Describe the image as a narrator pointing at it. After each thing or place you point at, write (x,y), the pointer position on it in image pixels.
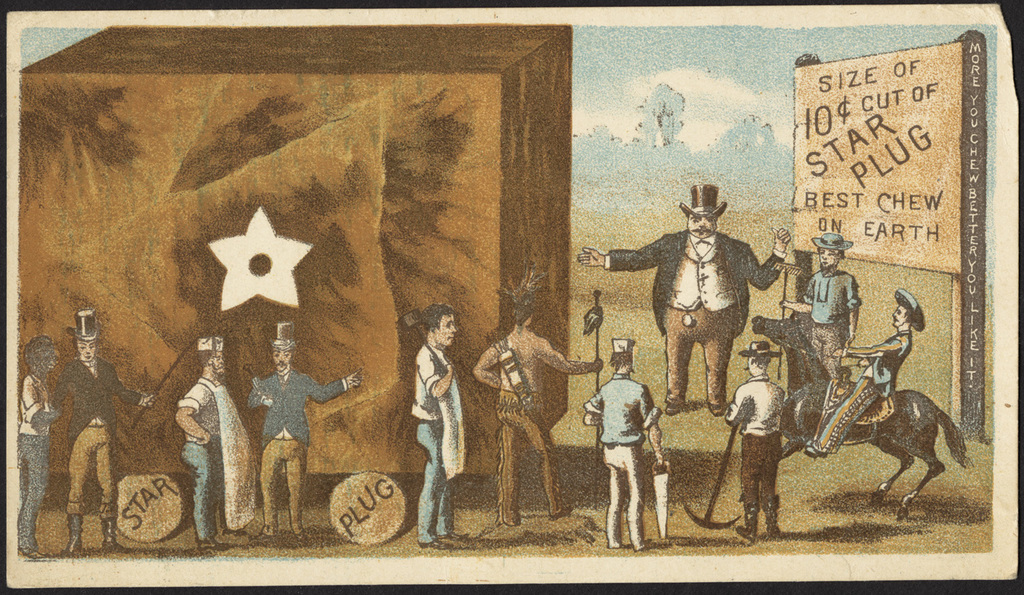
In this picture, we see the illustrations (293,384) of the humans (551,486). We see the men (103,404) are standing. On the right side (793,426), we see a man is riding the horse (801,394). On the right side (842,226), we see a board (862,197) in white color with some text (832,190) written on it. On the left side (26,226), we see a wooden block (189,208) or a vehicle (374,323) in brown color. In the background (711,152), it is blue in color. This picture might be a photo frame (684,175).
